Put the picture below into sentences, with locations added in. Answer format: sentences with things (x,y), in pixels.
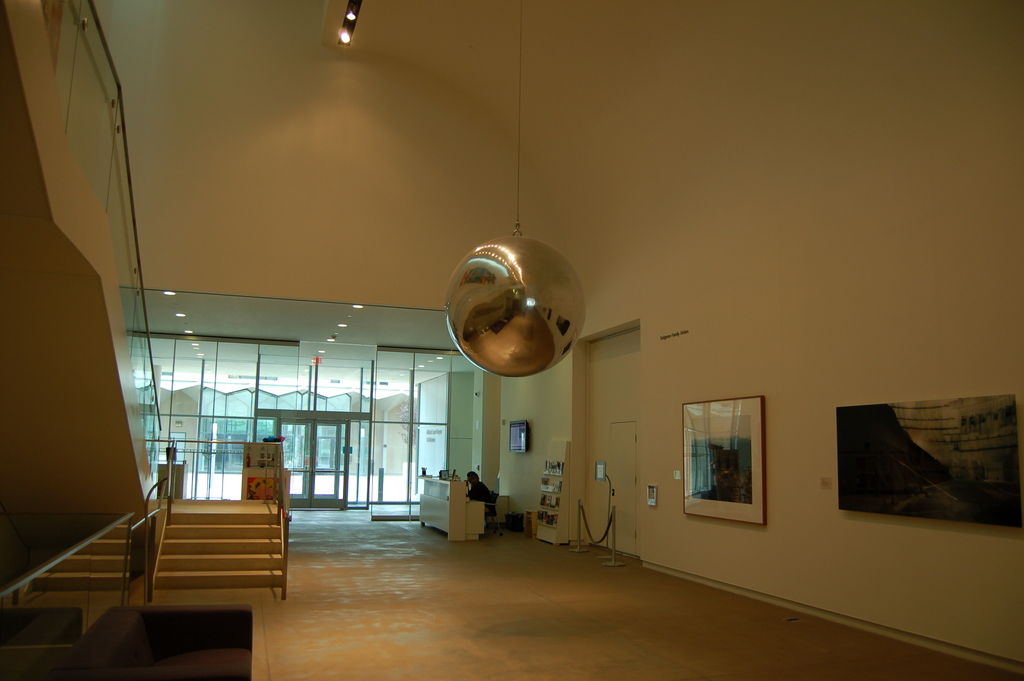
This is the inner view of a building (245,213). On the left side (107,561), there are steps (193,534) which are having fences (281,521) on both sides. On the right side (933,495), there is a ball (562,284) attached to a thread (517,219), there are photo frames (735,442) attached to the wall (679,440) and a person (475,481) sitting. In front of him, there is a table (470,519) arranged. In the background (420,430), there are lights (339,323) attached to the roof (337,340) and there are glass doors (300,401). Through these glass doors (333,404), we can see there is another building (193,396).
